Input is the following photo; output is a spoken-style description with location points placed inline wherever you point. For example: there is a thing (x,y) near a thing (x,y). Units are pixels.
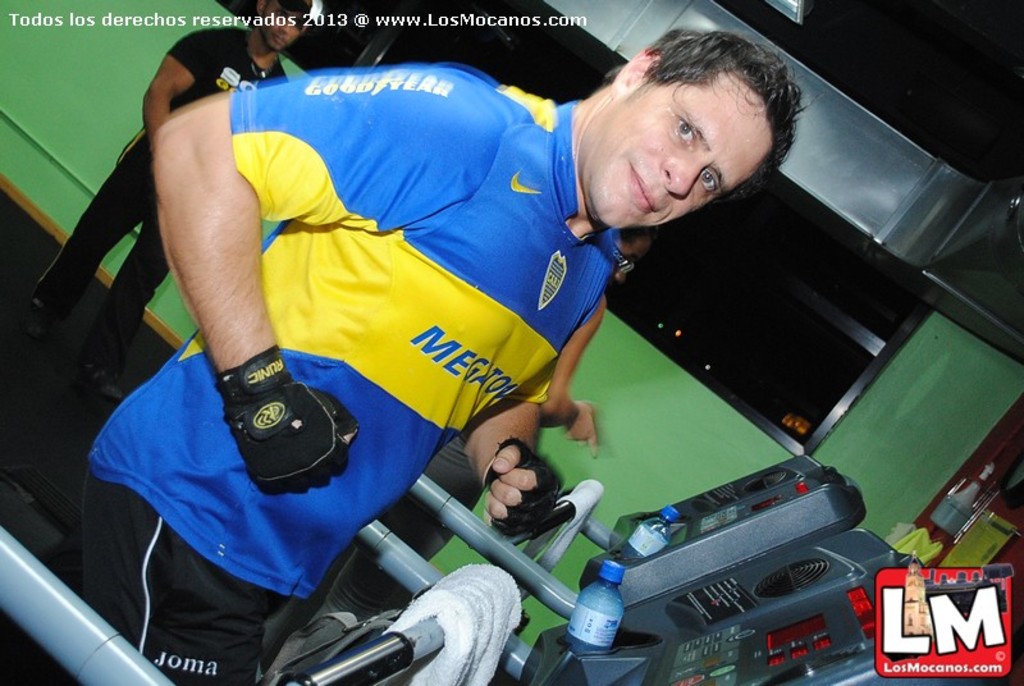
At the bottom of the image (813,519) we can see treadmills (541,643). In the center (402,428) there is a man (206,605) running on the treadmill (410,666). In the background (39,316) there is a man (139,267) standing. We can see bottles (620,577) and napkins (491,600) and there is a wall (642,426).
